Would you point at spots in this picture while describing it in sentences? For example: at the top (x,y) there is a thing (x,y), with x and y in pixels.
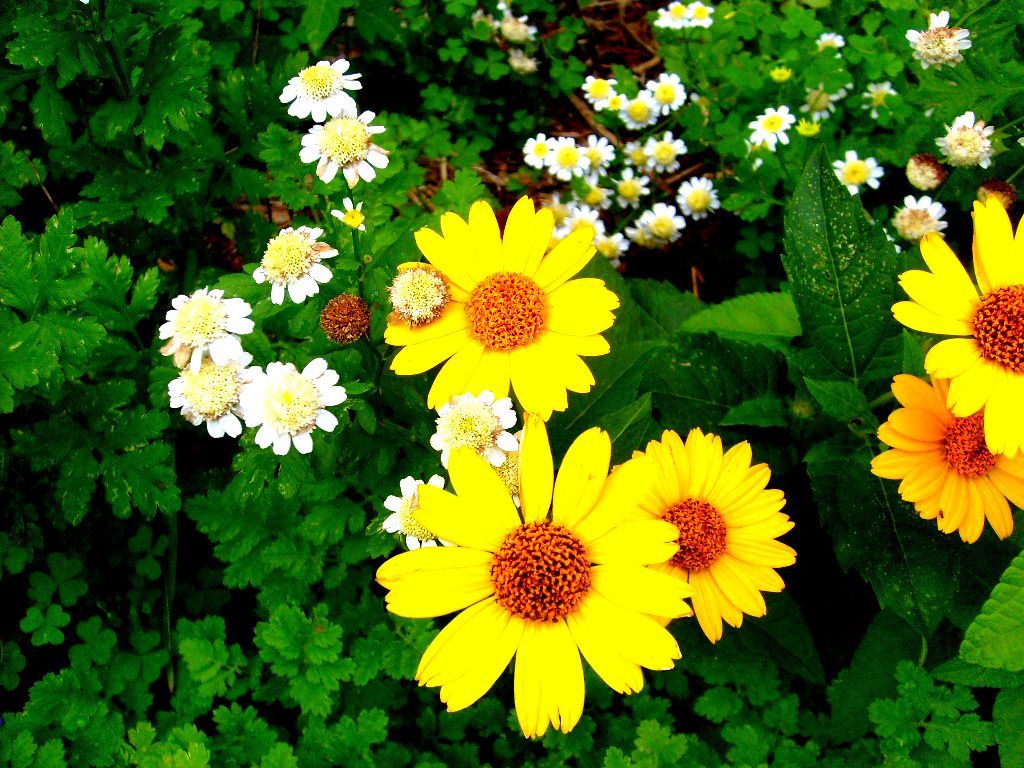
As we can see in the image there are plants (429,471) and flowers (573,459).
